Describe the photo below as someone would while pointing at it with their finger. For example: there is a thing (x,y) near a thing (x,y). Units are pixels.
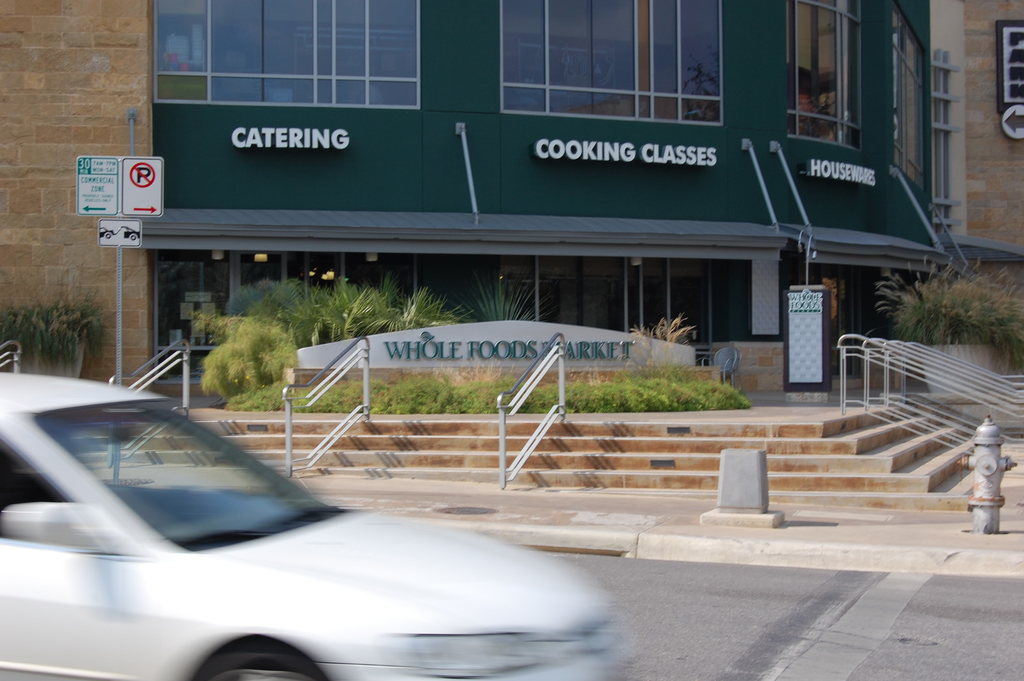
In this picture we can see a white color car (259,622) in the front (264,663), in the background (693,105) there is a building (700,86), we can see stairs (642,449), railings (925,426), plants (391,382), a pole (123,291) and two boards (130,210) in the middle (572,328).
